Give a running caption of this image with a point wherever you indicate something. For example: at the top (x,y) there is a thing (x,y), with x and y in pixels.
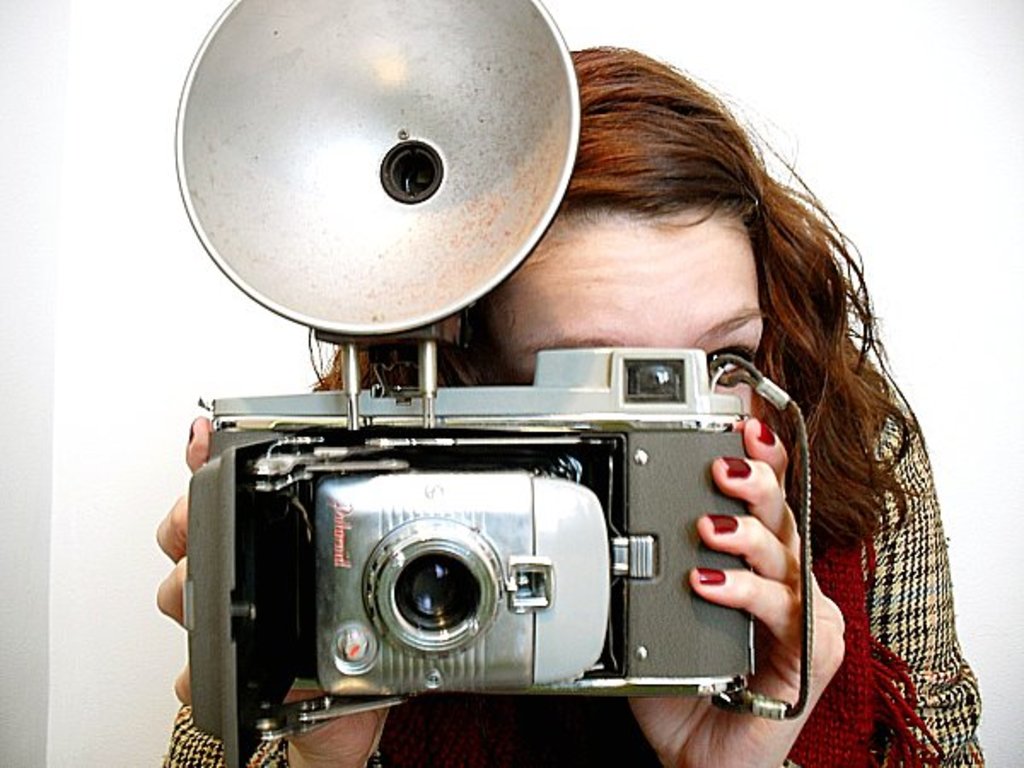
In this image, we can see a woman (855,693) is holding a camera (460,584). Background (163,316) there is a white wall (144,361).
